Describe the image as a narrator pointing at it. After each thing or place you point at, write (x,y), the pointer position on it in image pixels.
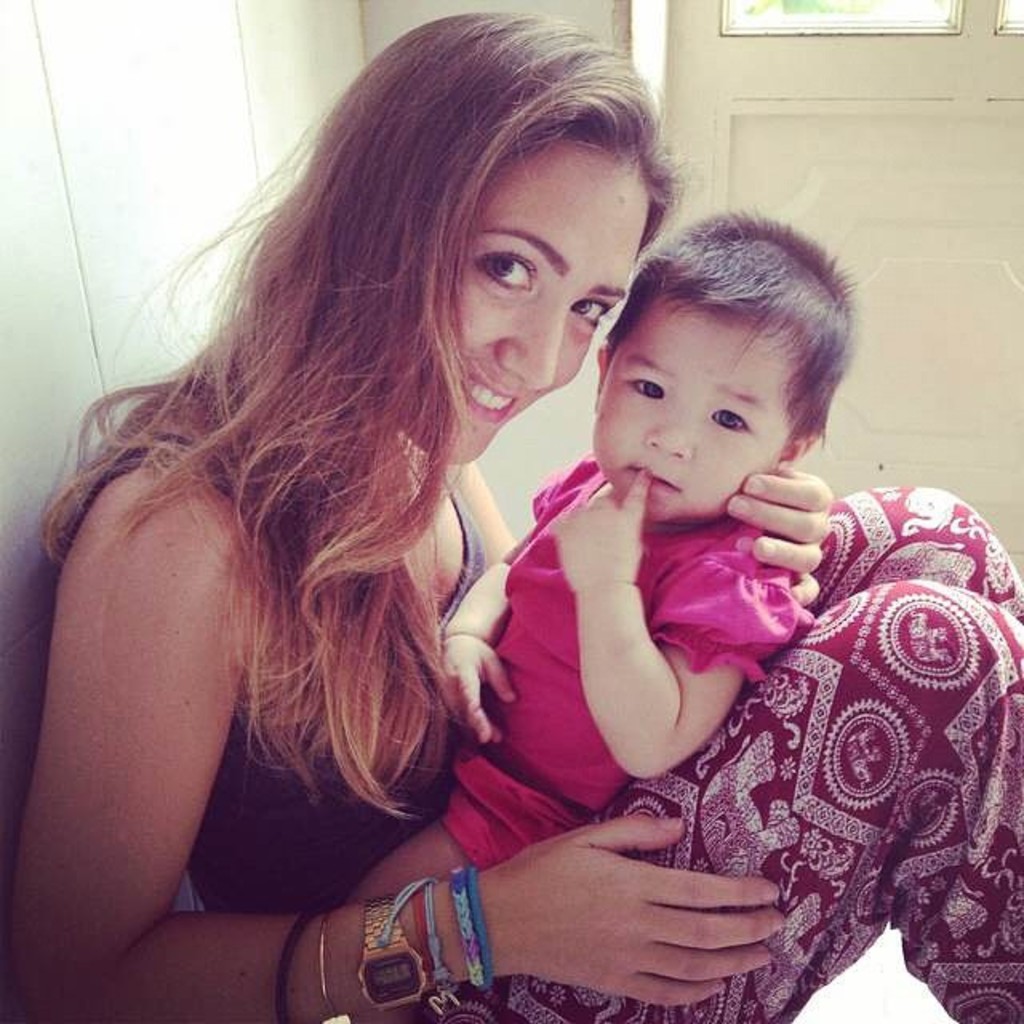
In this image, we can see two people (683,778). We can also see the wall (154,142) and a window (860,19).
